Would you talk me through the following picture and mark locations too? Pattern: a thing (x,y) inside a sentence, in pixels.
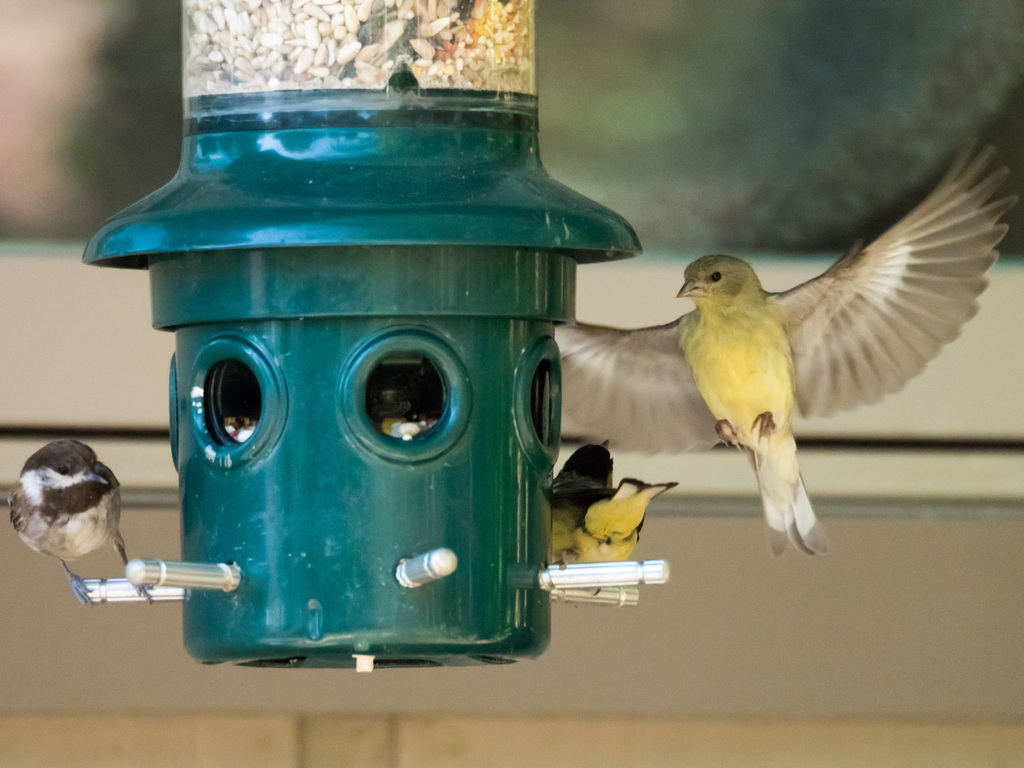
In this image we can see many birds (675,421), there is a green pole (432,310), which has holes (214,378), and stand (422,562).
